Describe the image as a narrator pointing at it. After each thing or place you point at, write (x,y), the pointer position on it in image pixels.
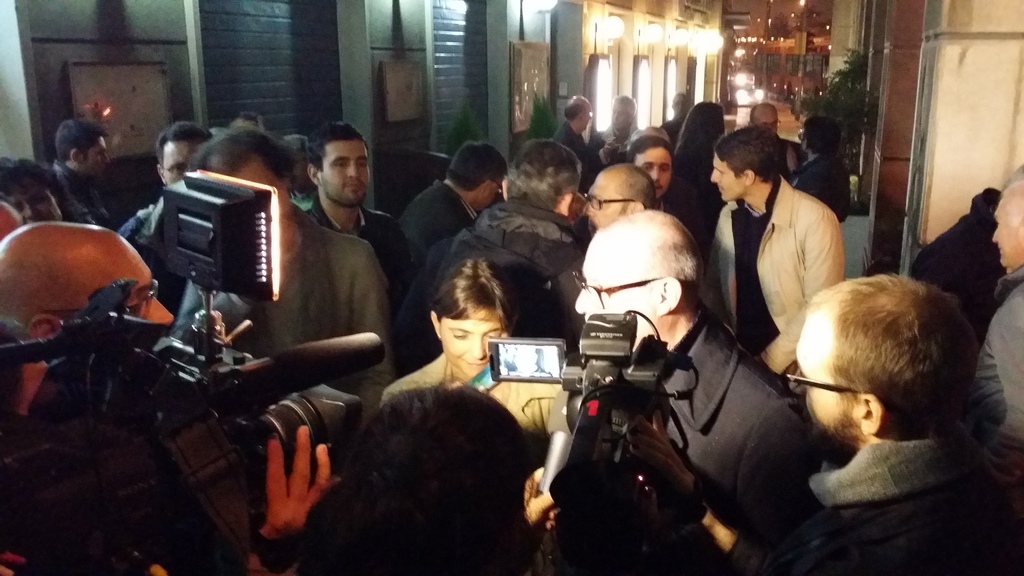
This picture describes about group of people (539,304), few people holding cameras (577,475), in the background (701,40) we can see few lights (711,48) and plants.
